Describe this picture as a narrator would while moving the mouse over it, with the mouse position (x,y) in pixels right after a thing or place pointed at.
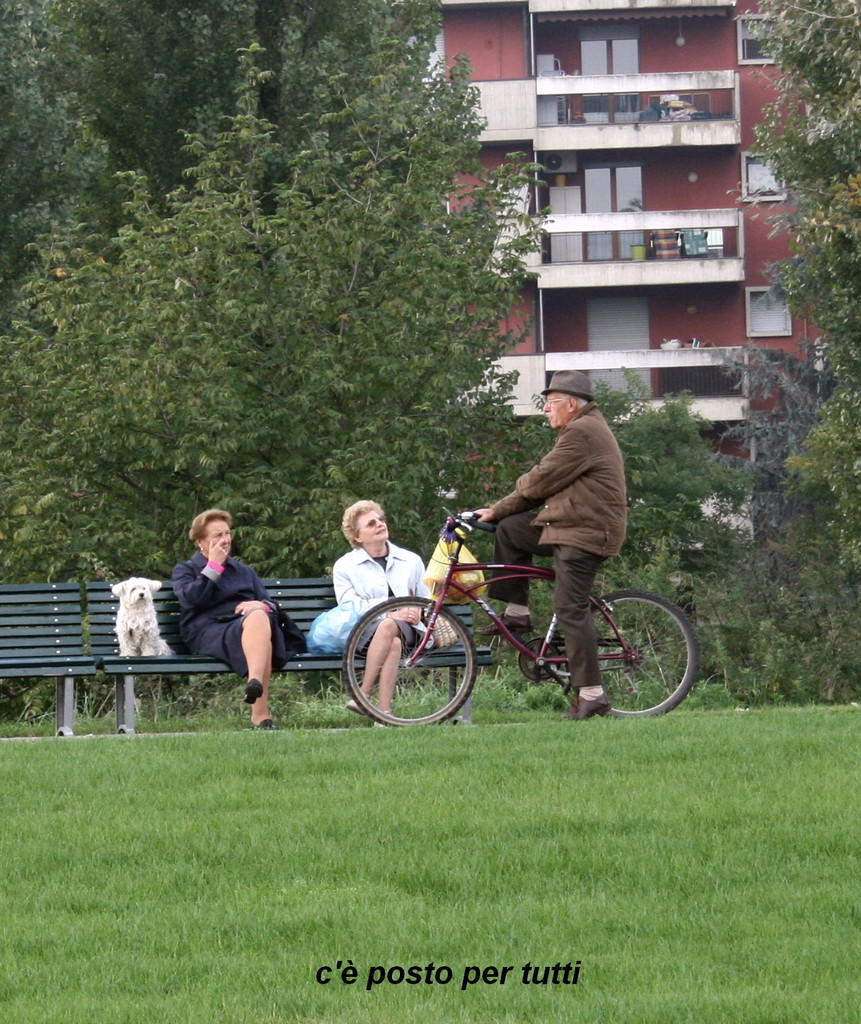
The person (585,483) wearing brown coat (582,489) is sitting on a bicycle (550,579) and there are two persons (366,545) and a dog (120,591) sitting on a bench (301,607) beside him. The ground (522,806) is greenery (557,836) and there are trees (466,242) and a building (624,249) in the background (648,247).
